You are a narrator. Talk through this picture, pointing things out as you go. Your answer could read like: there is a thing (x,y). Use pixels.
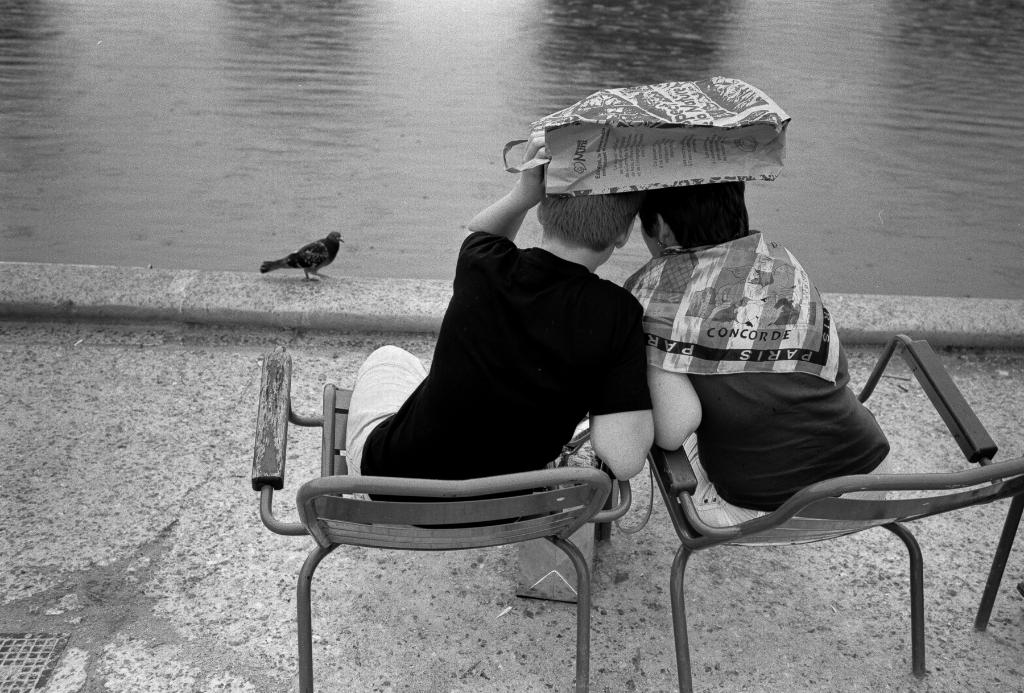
In the picture we can see a boy (565,365) and a person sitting on a chairs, a boy (553,372) is holding a bag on his head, he is with the black T-shirt (539,374), in the front of them there is a water (94,134), on the path (460,590) there is a bird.
